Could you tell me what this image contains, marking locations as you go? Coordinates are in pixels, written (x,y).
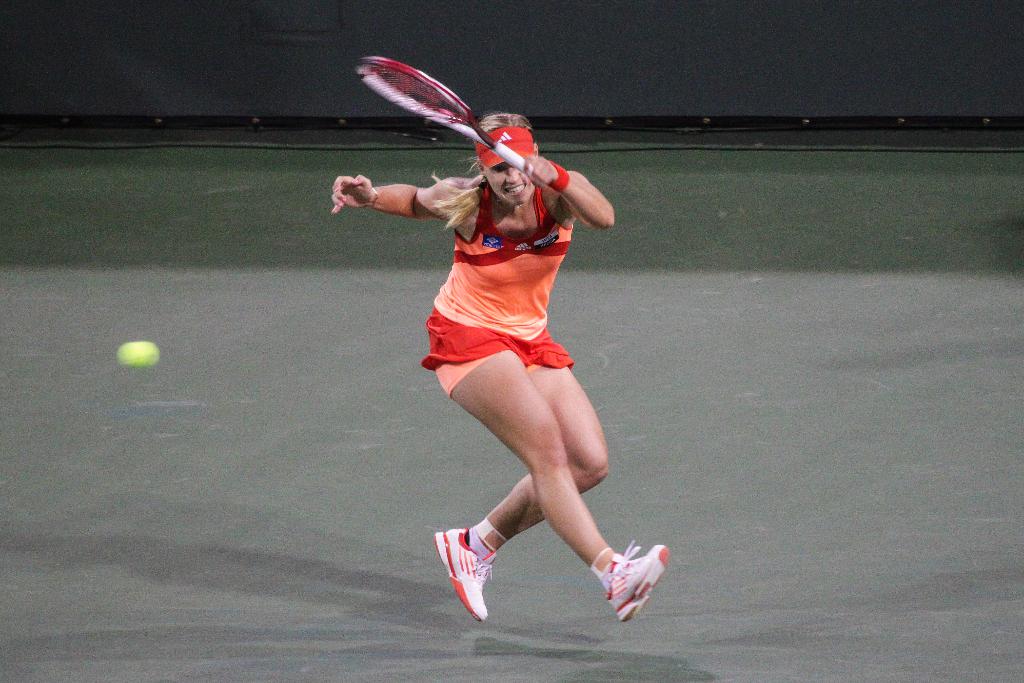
In this image there is a lady person (451,322) wearing orange color dress (486,292) playing tennis.
